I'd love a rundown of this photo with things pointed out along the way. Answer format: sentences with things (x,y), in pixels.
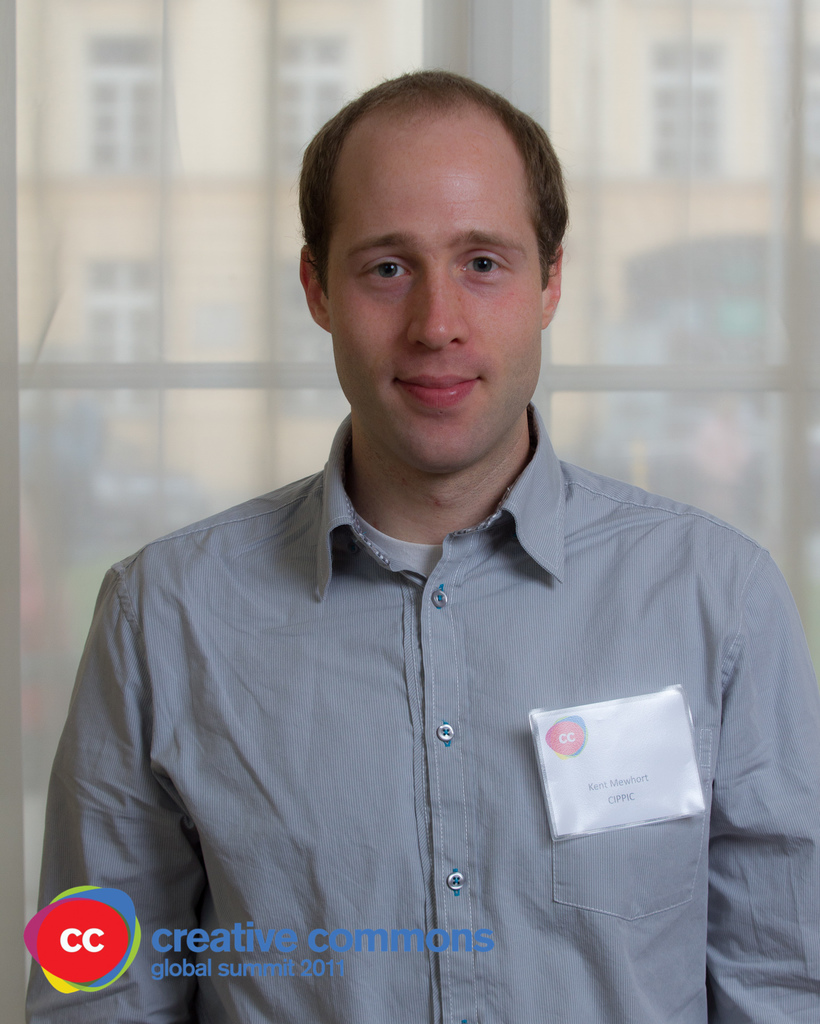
In this image we can see a man (515,638) wearing badge (566,727). In the back (644,194) there is a window (222,109) with curtain (235,107). Also there is watermark (137,937) in the image. Through the window (184,350) we can see building (360,28) with windows (139,318).
